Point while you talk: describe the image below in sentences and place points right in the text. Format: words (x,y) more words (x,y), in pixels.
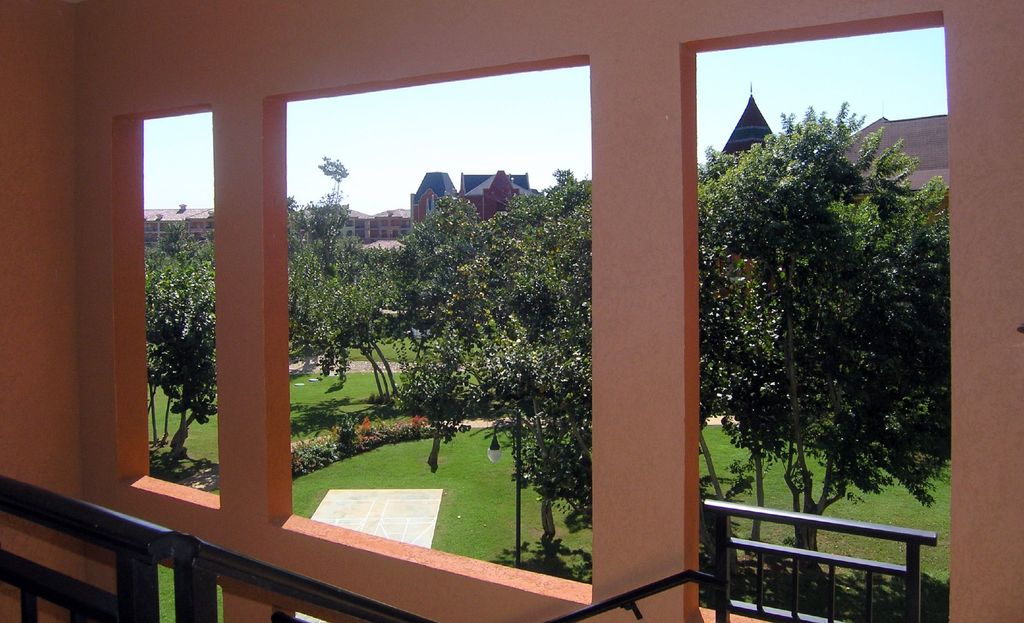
In the foreground (69,314), I can see few pillars (969,385). At the bottom (213,611) there is a railing (387,621). In the background (726,293) there are many trees (433,262) and buildings (419,217). On the ground (461,477), I can see the grass (366,457) and plants (354,438). At the top of the image (460,119) I can see the sky (436,126).
